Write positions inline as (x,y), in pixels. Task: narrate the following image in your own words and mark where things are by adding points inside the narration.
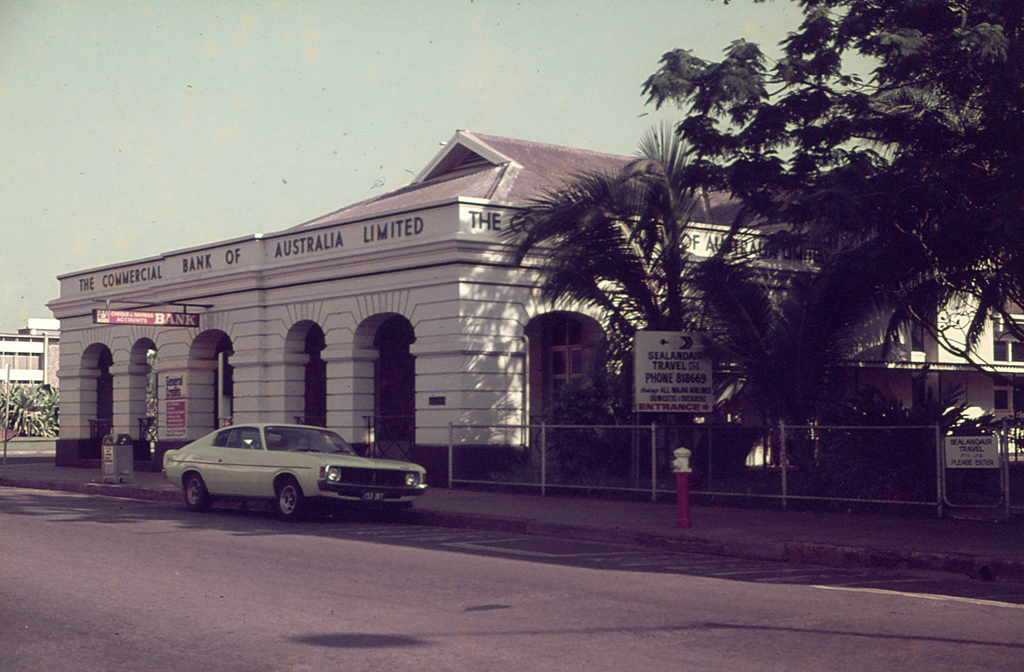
In this picture I can see buildings (425,261), trees (613,255) and few boards (660,343) with some text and I can see text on the wall (200,327) and a car (267,435) on the road (356,586). I can see a fire hydrant (680,514) and a dustbin (129,453) on the sidewalk (151,487) and I can see a blue sky (248,94).
